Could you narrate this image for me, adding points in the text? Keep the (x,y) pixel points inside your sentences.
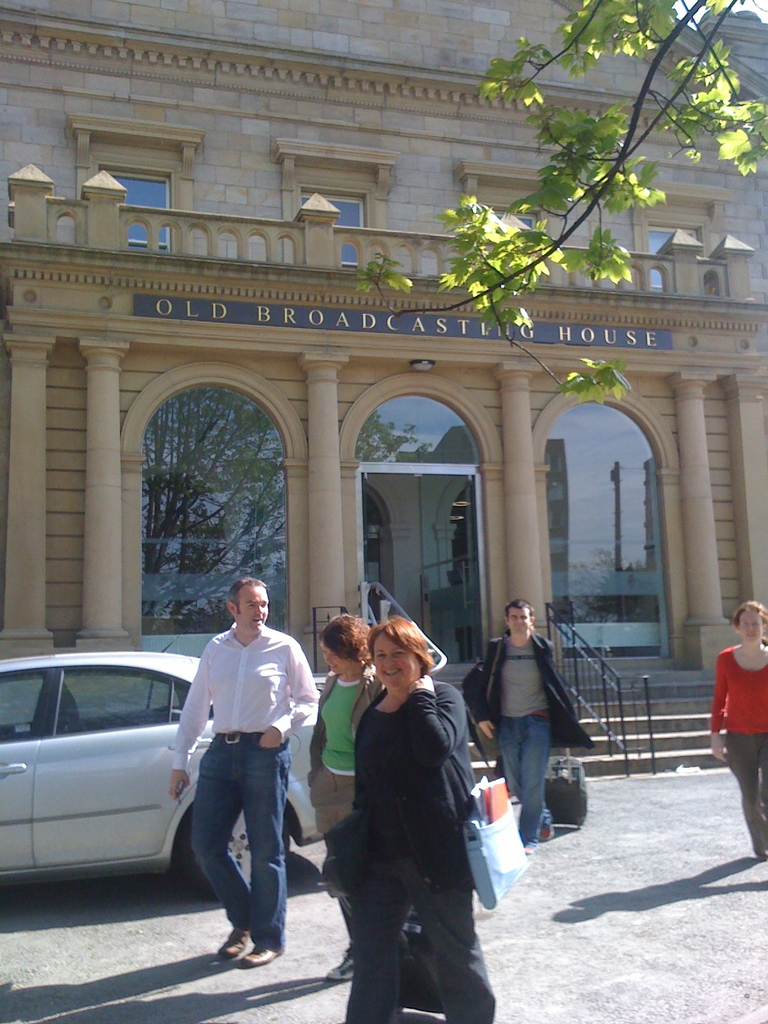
In this image I can see the ground (546,940), few people (519,801) standing, a car (155,735) which is grey in color, few trees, few stairs (640,707), the railing (620,712) and a building (336,153) which is cream in color.
